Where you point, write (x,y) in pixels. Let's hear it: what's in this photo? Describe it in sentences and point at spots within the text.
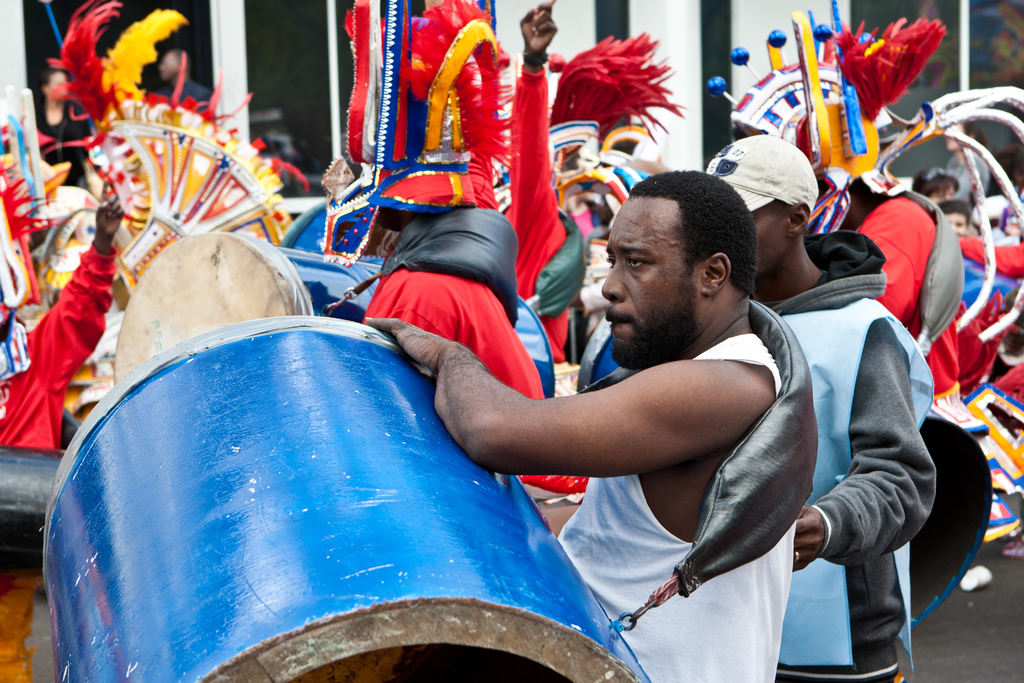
This image is clicked outside where there are so many people (358,229). They are wearing different kinds of dress (464,158) and some of them are playing drums (327,459).
